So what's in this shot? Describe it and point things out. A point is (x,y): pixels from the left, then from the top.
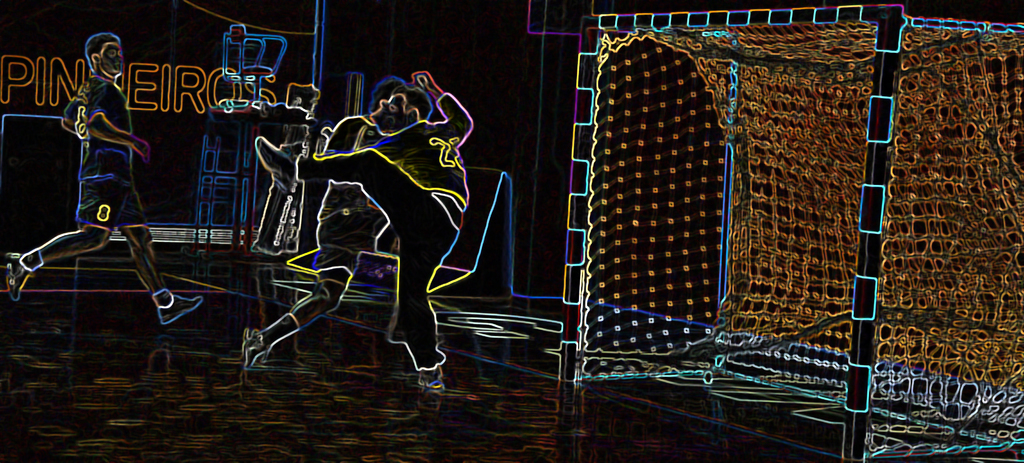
This is an image of the court (599,446) on which we can see there are players (309,314) of the handball game.
